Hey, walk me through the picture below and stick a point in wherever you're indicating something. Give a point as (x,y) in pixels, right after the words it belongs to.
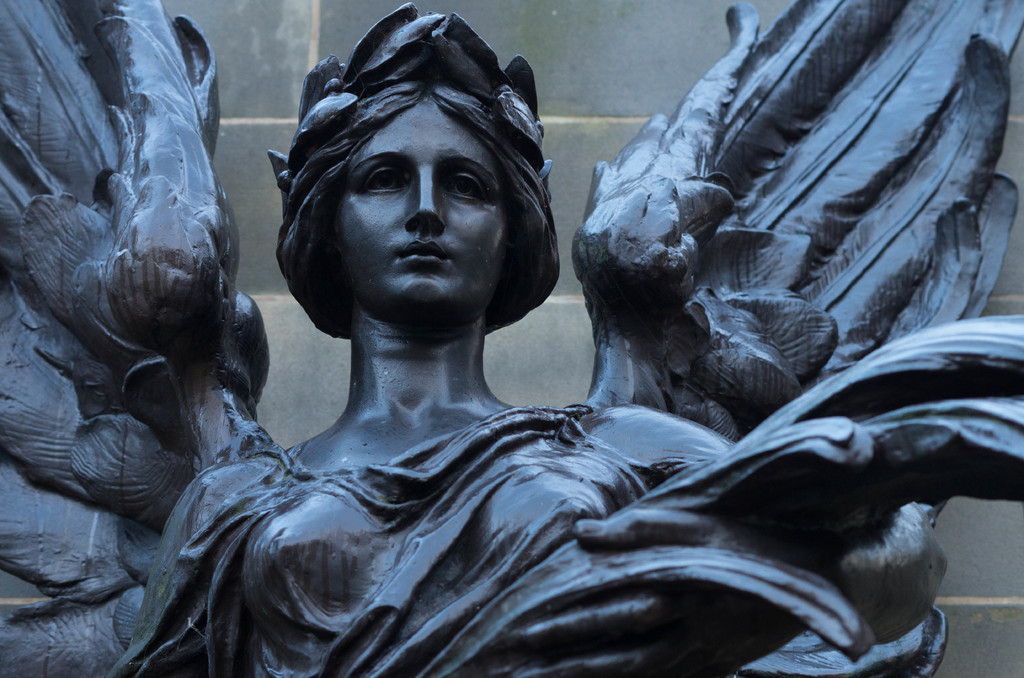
In this picture I can see a statue of a woman (424,375). The statue (424,375) is black in color. In the background (550,111) I can see a wall (550,111).
